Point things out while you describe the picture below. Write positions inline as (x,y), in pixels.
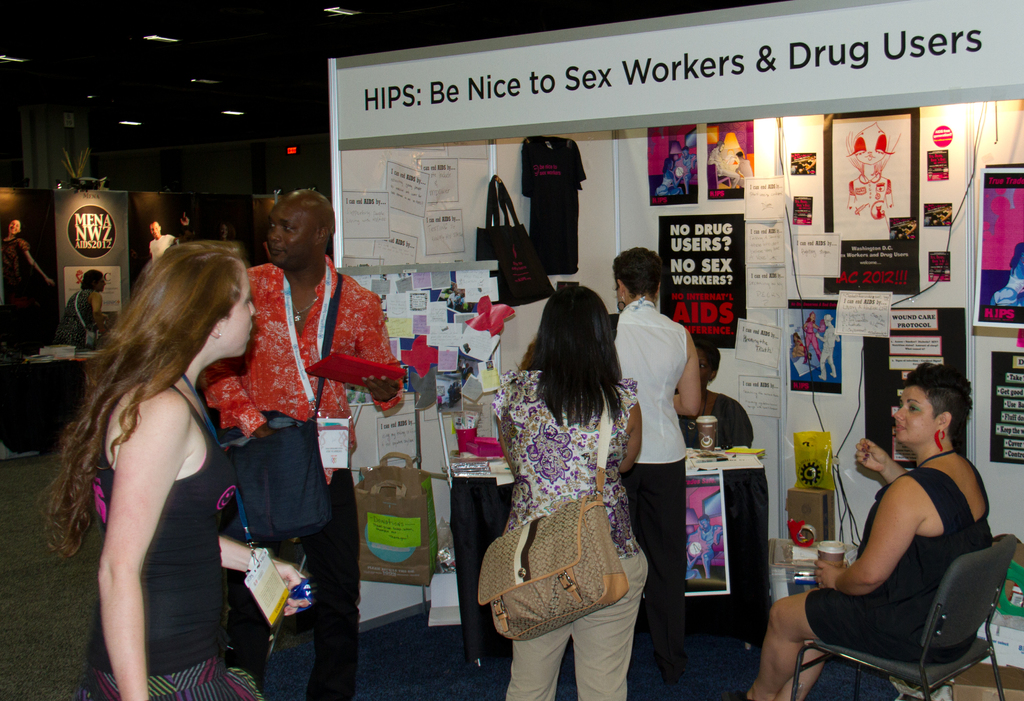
In this image, we can see persons (653,387) in front of the stall (783,168). There is an another person (85,320) in front of the sponsor board (58,242). There are lights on the ceiling (353,16).
